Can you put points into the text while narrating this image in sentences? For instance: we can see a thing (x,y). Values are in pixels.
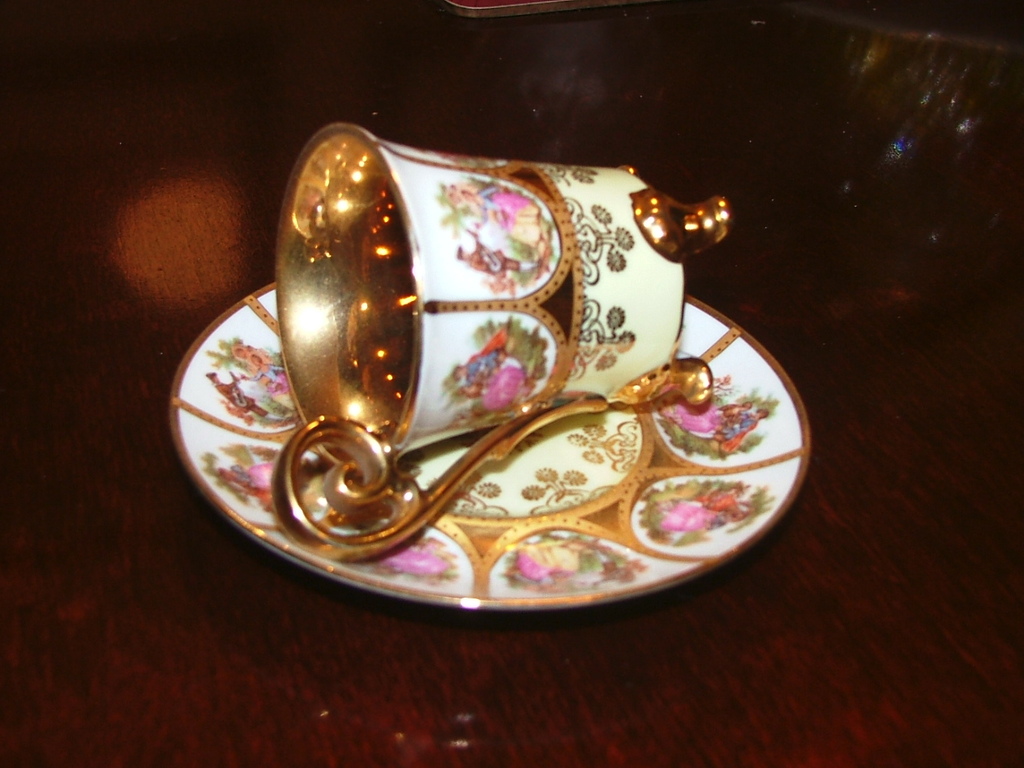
In this image we can see a cup (327,380) and a saucer (333,562) placed on a table (855,264).
